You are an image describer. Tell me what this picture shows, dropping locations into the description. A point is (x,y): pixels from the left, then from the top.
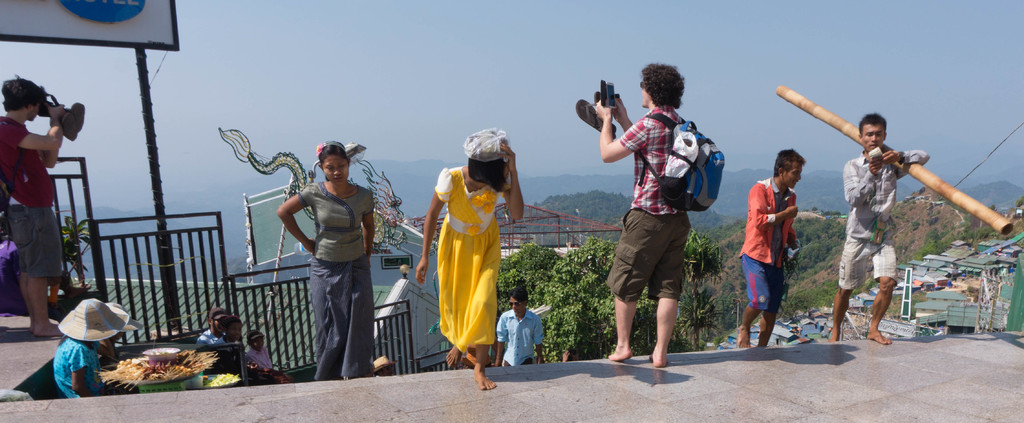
In the foreground of this image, there are few persons (5,123) standing and few are walking. In the background (193,207), there is a railing (202,266), houses (952,312), trees (551,290), sheds (936,301), mountains (824,252) and the sky (427,68).
